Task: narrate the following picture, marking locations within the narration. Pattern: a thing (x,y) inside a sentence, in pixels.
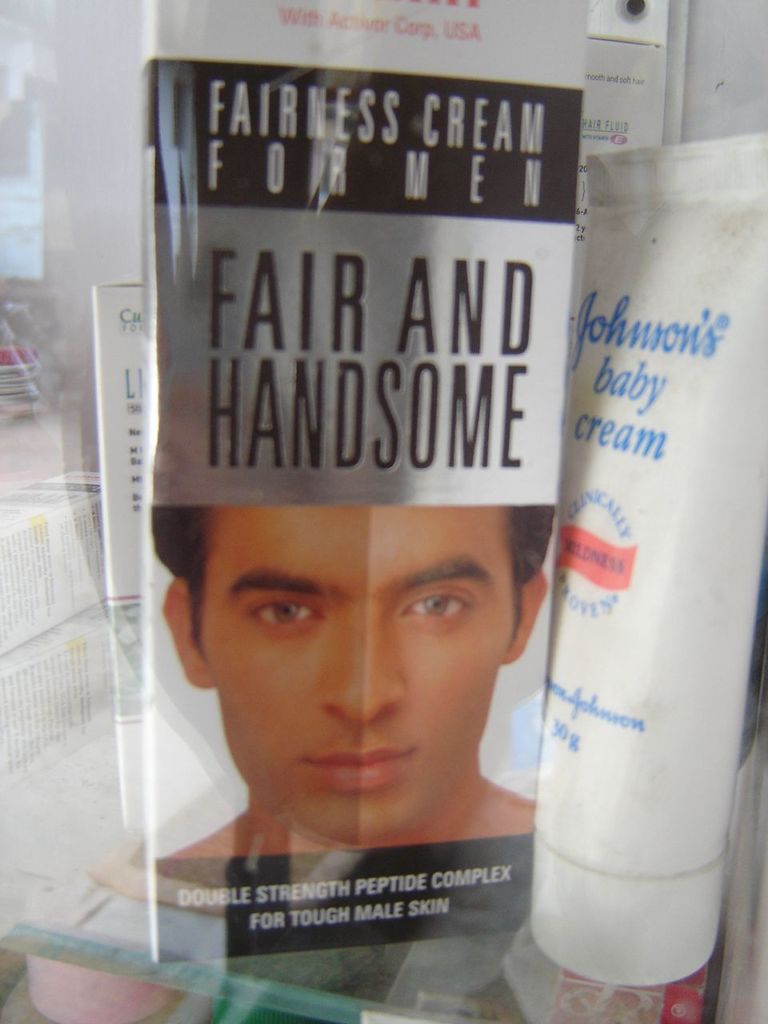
There is a baby cream (612,264) and a fairness cream (302,370) in the image.
